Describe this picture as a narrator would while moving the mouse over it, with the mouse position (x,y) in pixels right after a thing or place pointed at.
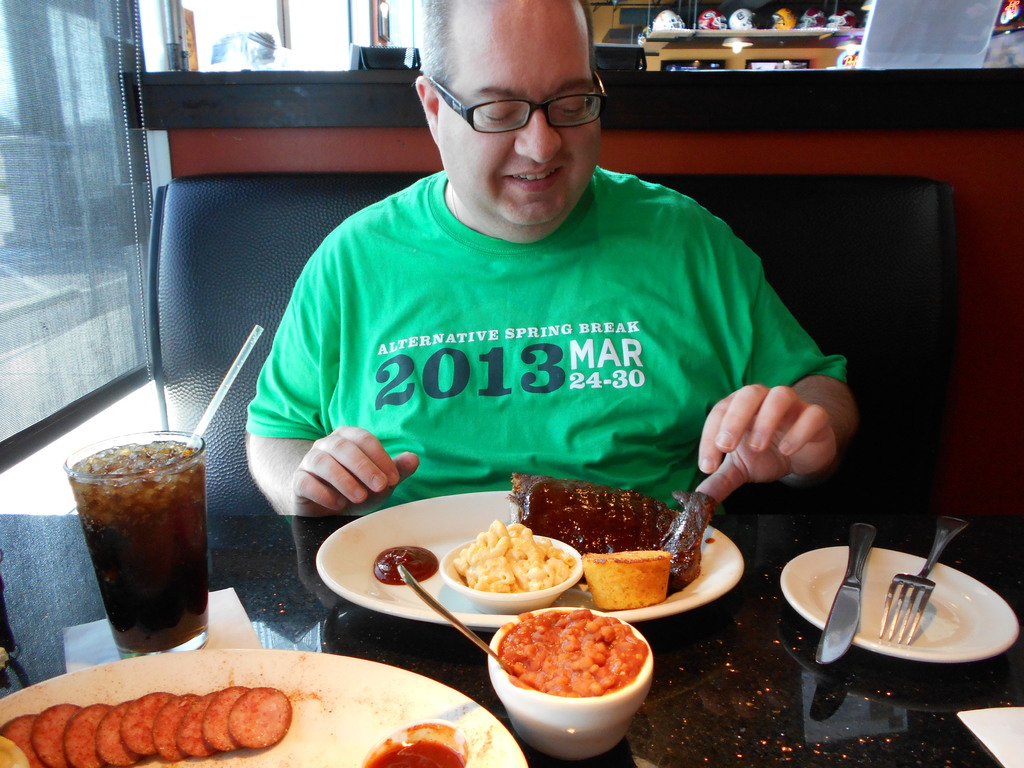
In this image there is a man (385,328) sitting in the sofa (190,419). In front of him there is a table (295,635) on which there are glasses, plates (337,697), spoons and forks (894,618). In front of the man (490,484) there is a table (813,635) in which there is food (593,518).
